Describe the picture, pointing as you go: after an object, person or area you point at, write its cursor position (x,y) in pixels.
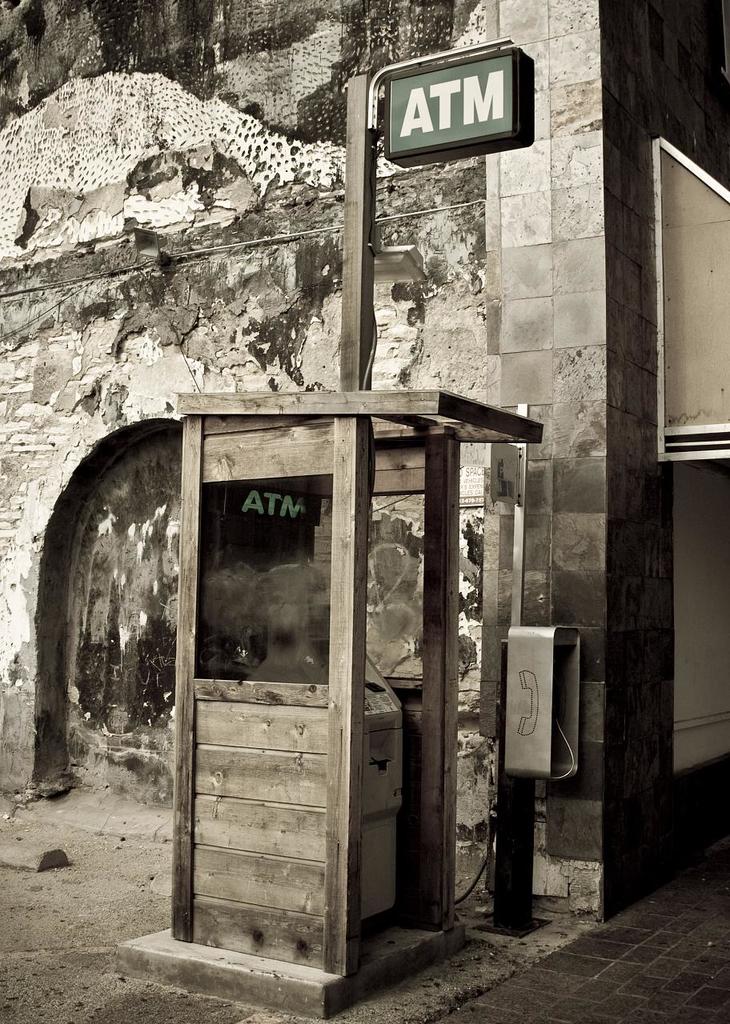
In this picture we can see a machine (369,715), booth (420,740), wooden pole (354,185), name board (473,74), telephone (553,719), wall (289,317), floor (652,943) and some objects (690,367).
